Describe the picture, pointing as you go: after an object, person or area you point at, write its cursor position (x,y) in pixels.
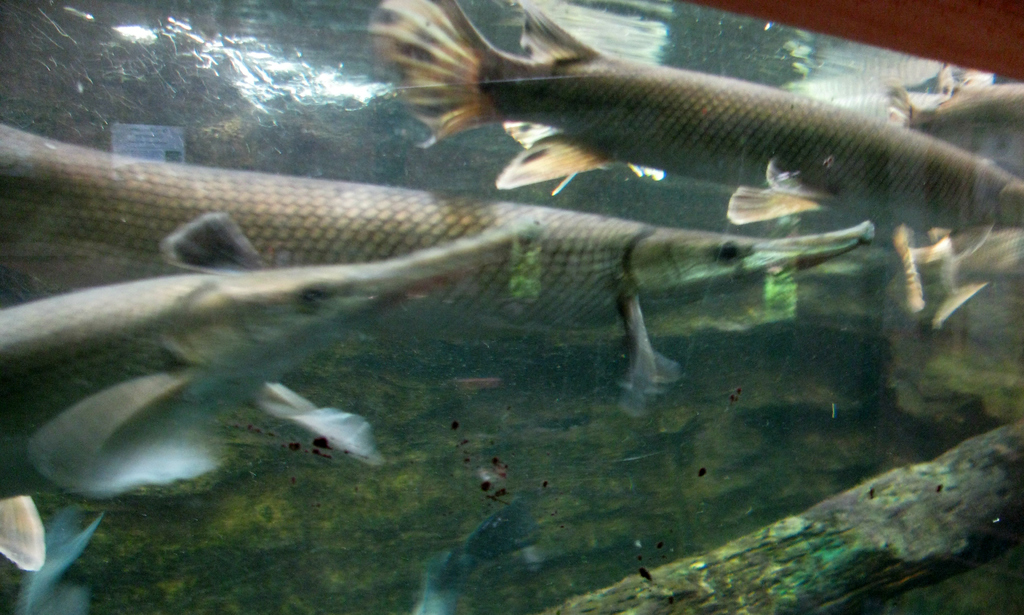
In this picture, we see the fishes (356,273) are swimming in the water (706,216). At the bottom (931,548), we see the rocks (937,521). This picture might be clicked in the aquarium (654,511) or in a sea (752,452). In the right top (867,38), it is red in color.
